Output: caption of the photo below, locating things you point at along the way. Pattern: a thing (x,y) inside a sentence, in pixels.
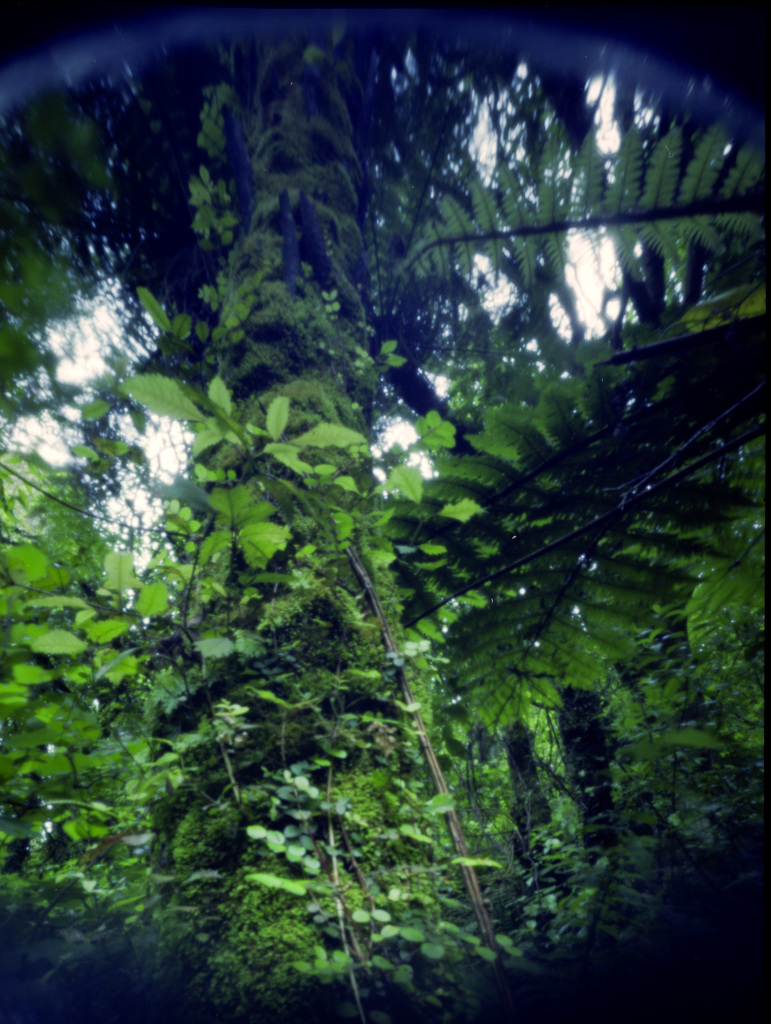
In this image we can see the trees (531,518). Some part of sky (593,272) is also visible.
